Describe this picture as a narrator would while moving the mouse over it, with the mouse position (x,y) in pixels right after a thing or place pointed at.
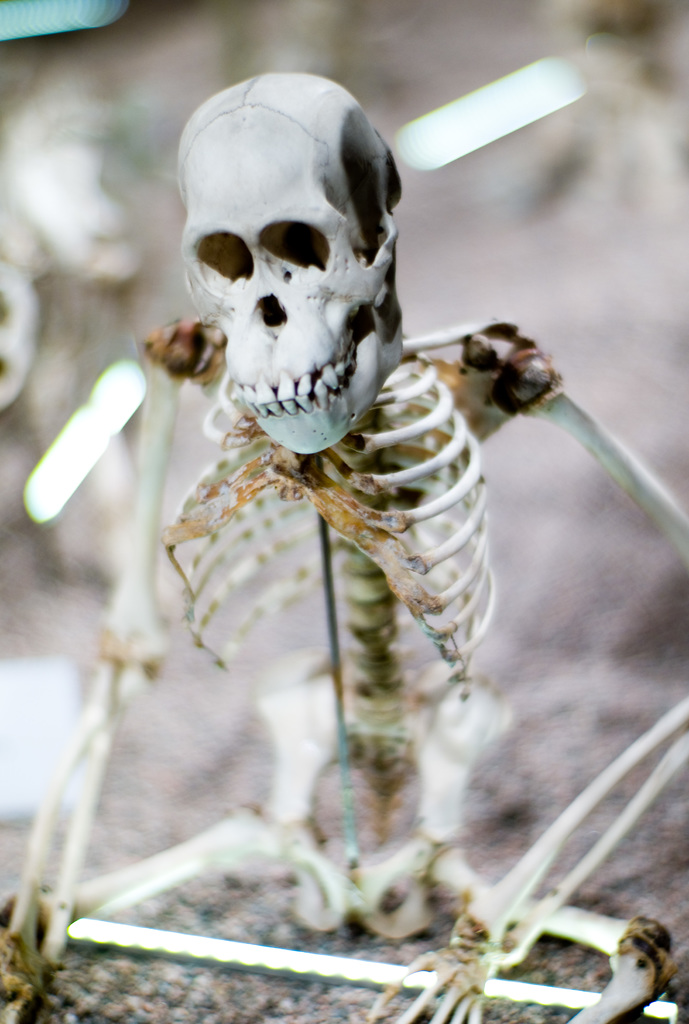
This image is taken indoors. In this image the background (75,66) is a little blurred. In the middle of the image (269,345) there is a skeleton (373,704) with a skull (271,263) and a few bones (207,360). At the bottom of the image (208,1000) there is a ground (187,980).
